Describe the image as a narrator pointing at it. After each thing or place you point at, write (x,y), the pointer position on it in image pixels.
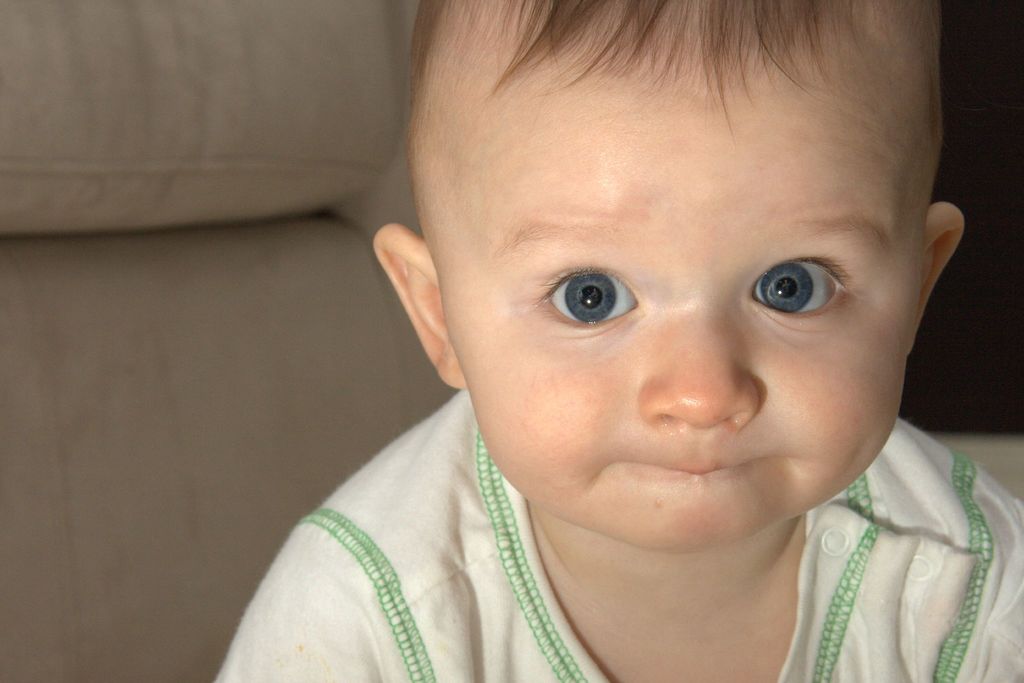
In this picture we can observe a baby (654,469) wearing white color dress (462,522). Behind the baby (414,628) we can observe the sofa (100,420) which is in cream color.
